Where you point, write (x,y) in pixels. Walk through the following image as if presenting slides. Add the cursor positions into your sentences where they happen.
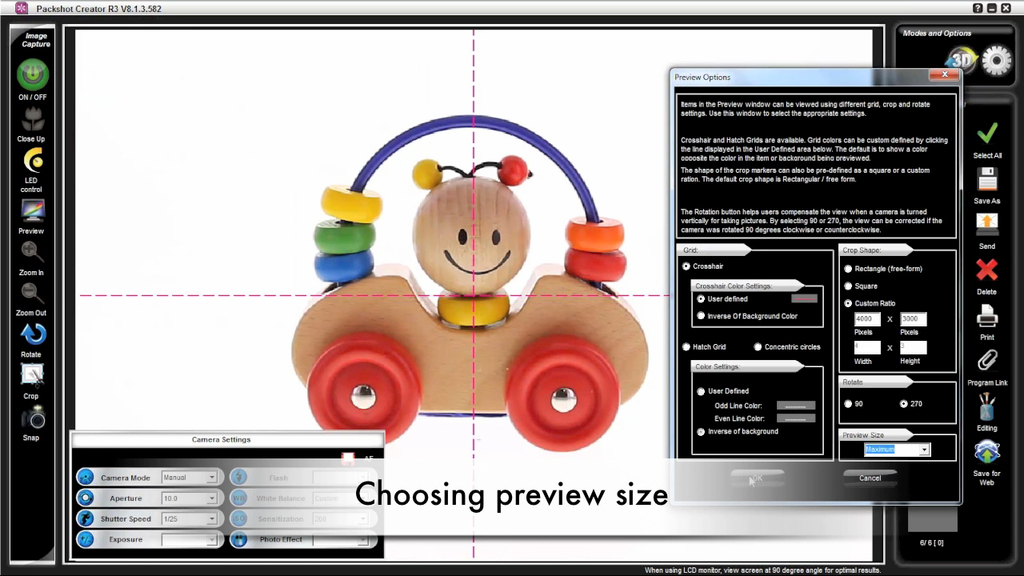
In this image I can see a depiction picture where I can see a brown colour toy (507,165). On the left side (17,332), on the right side (799,251) and in the bottom of this image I can see something is written.
